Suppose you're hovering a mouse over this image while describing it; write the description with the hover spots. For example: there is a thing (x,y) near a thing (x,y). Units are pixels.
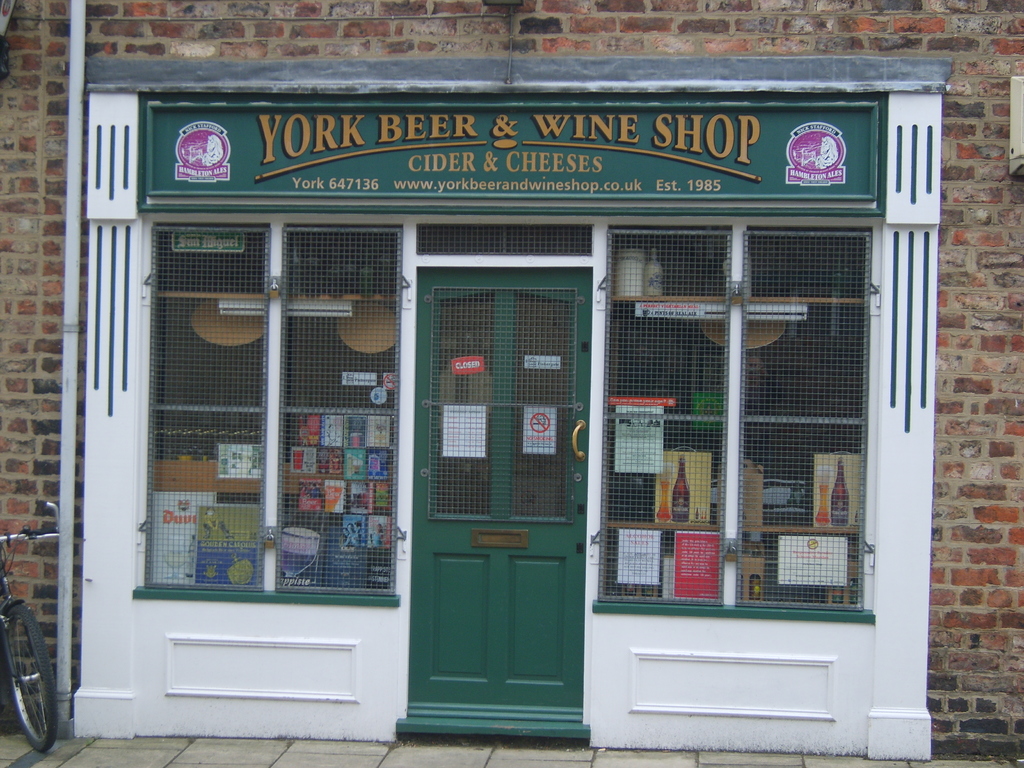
This is a shop (522,332) and we can see a name board (515,144) on the wall (11,79), doors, boxes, lights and on the left side (77,60) we can see a pipe (74,67) on the wall (51,28) and there is a bicycle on the floor (115,747) and this is a wall (1013,521).
